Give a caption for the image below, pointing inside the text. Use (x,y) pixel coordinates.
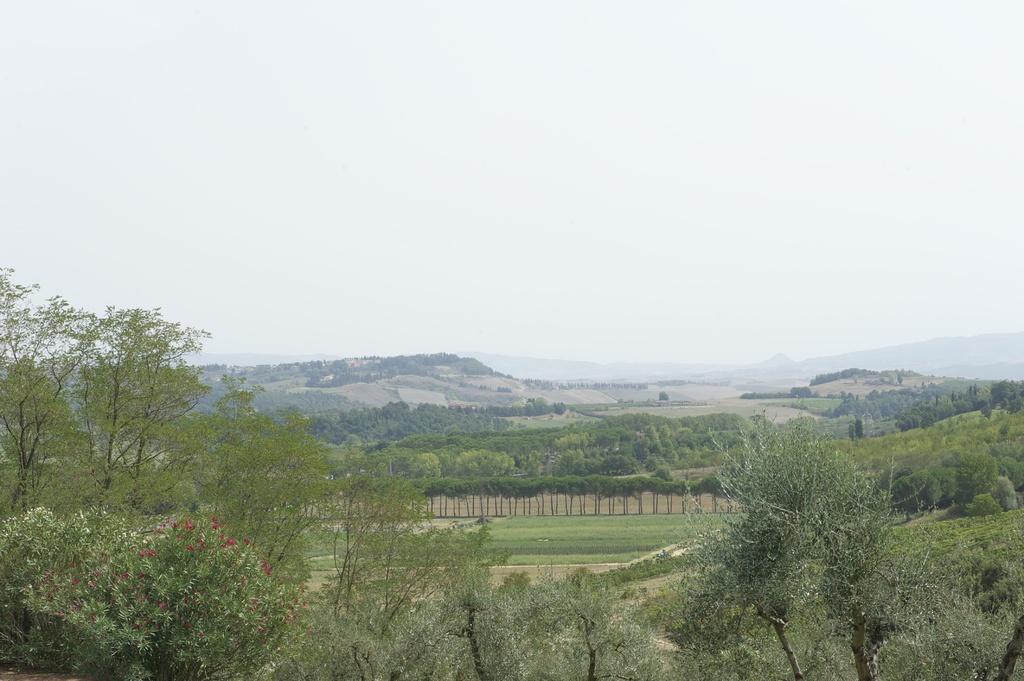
In the picture we can see a part (160,534) of the plant (452,554) and behind it, we can see a grass surface (325,562) and behind it also we can see some trees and in the background (404,393), we can see the hill (326,393) covered with trees (197,397) and behind it we can see the sky (607,167).
